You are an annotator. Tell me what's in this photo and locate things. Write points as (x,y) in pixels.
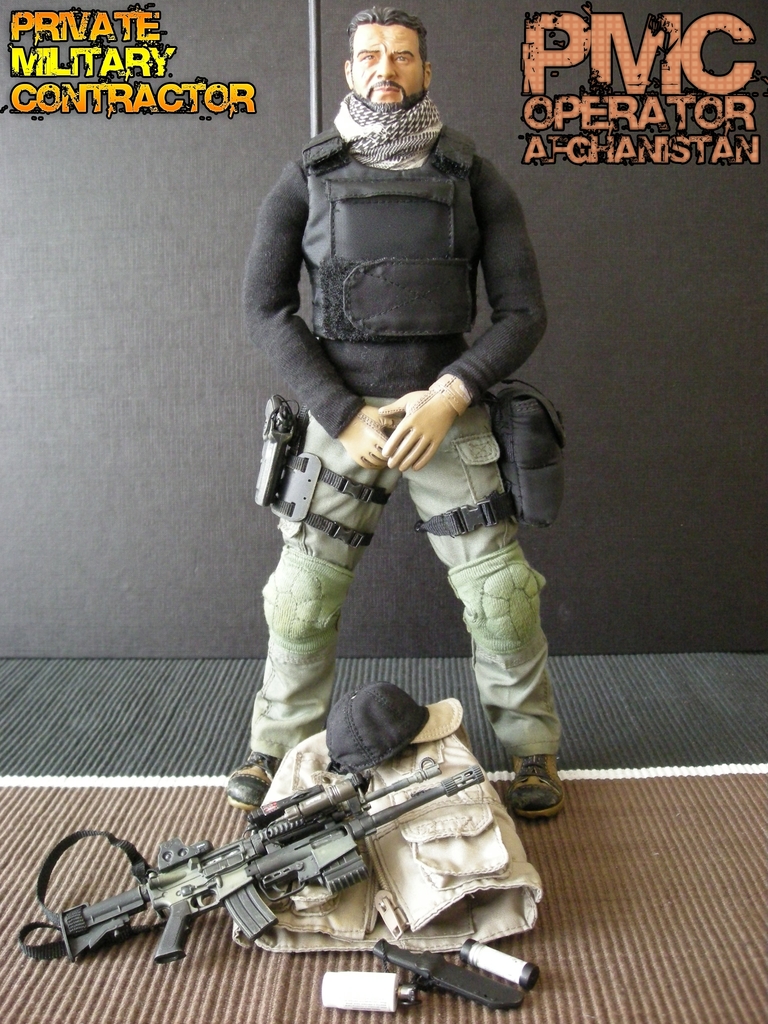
In this image I can see the mannequin (390,418) with the dress (346,513). In-front of the person (452,460) I can see the gun (312,881), cap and few objects (338,932). In the background (75,236) I can see something is written on the black color surface (148,318).
